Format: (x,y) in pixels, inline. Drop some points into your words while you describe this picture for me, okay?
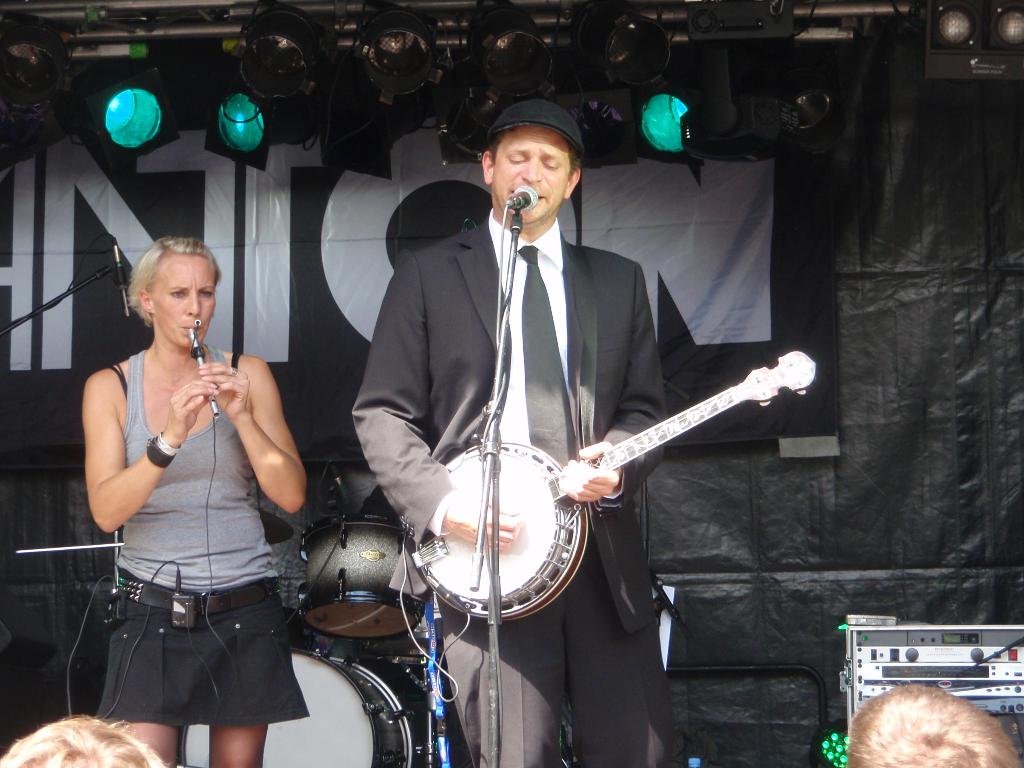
There are 2 persons (485,317) on the stage (313,417) playing musical instruments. This is a microphone (513,199). Behind them there are lights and musical instruments (387,741).
